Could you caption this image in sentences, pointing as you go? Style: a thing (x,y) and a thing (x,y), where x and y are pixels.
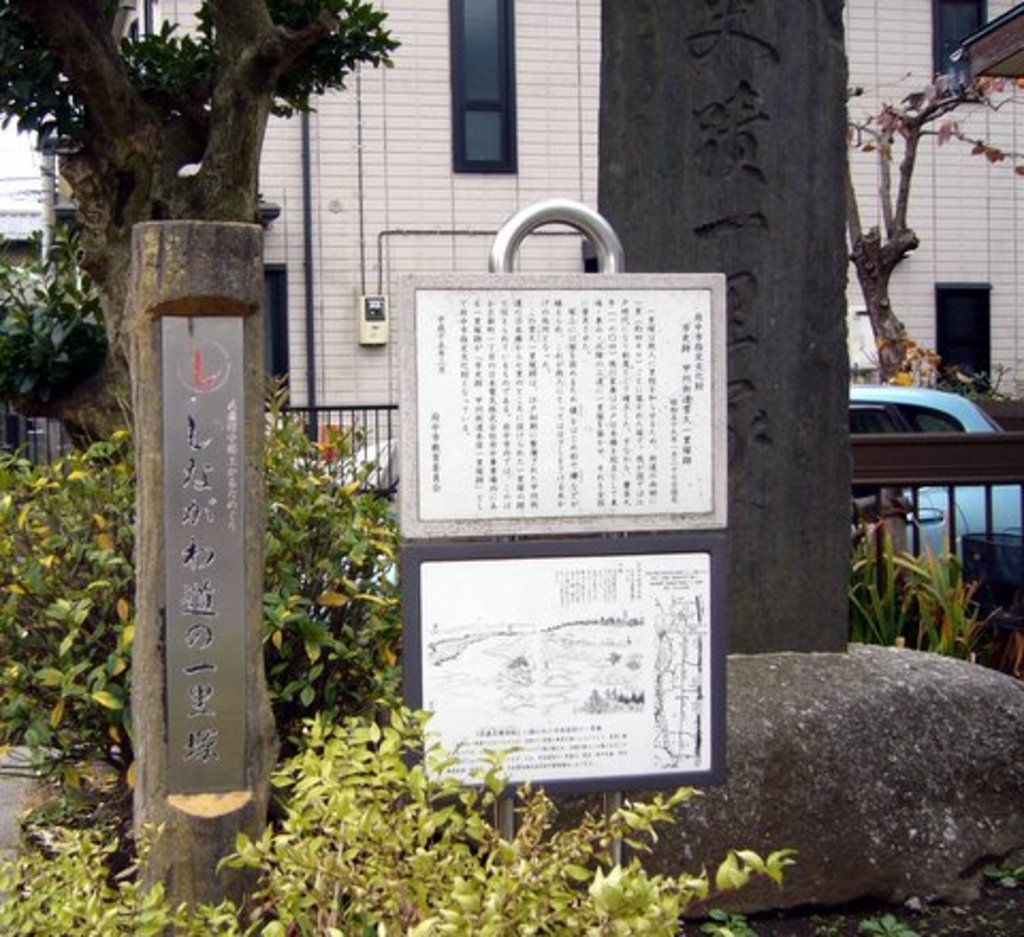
This picture is clicked outside. In the foreground (286,492) we can see the plants (73,492) and we can see the boards (725,593) on which we can see the text (194,376) and some pictures (537,664) and we can see the tree (142,171) and an object (738,339). In the background (978,235) there is a building (972,224) and we can see the windows (965,320) of the building (348,373) and we can see the metal fence (340,409), car (889,416), tree (909,351) and some other objects (998,37).
